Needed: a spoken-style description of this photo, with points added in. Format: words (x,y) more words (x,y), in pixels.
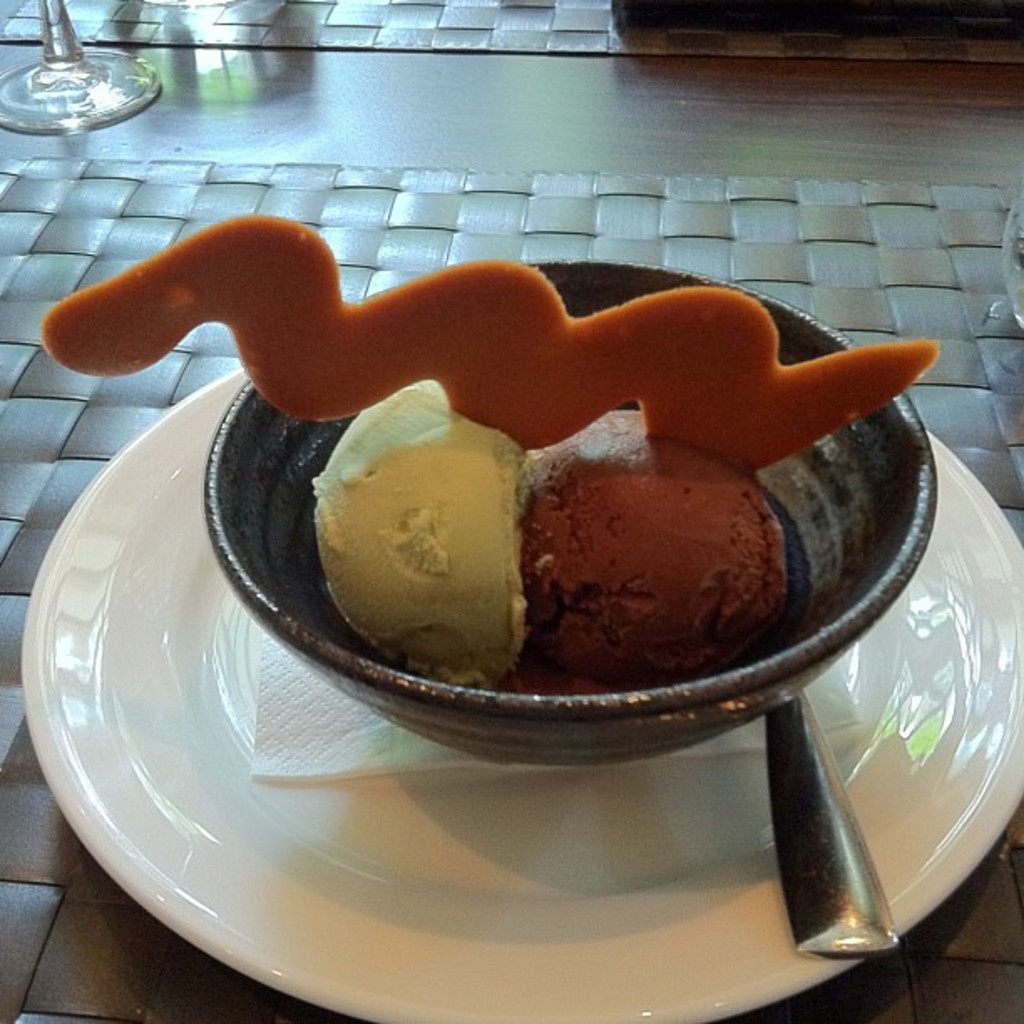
In this picture there is a bowl (800,596) in the center of the image (565,566), on a plate (350,789), which contains ice cream (578,513) in it and there is a glass (110,62) in the top left side of the image (110,77) and there is a spoon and tissue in the plate (880,712).
